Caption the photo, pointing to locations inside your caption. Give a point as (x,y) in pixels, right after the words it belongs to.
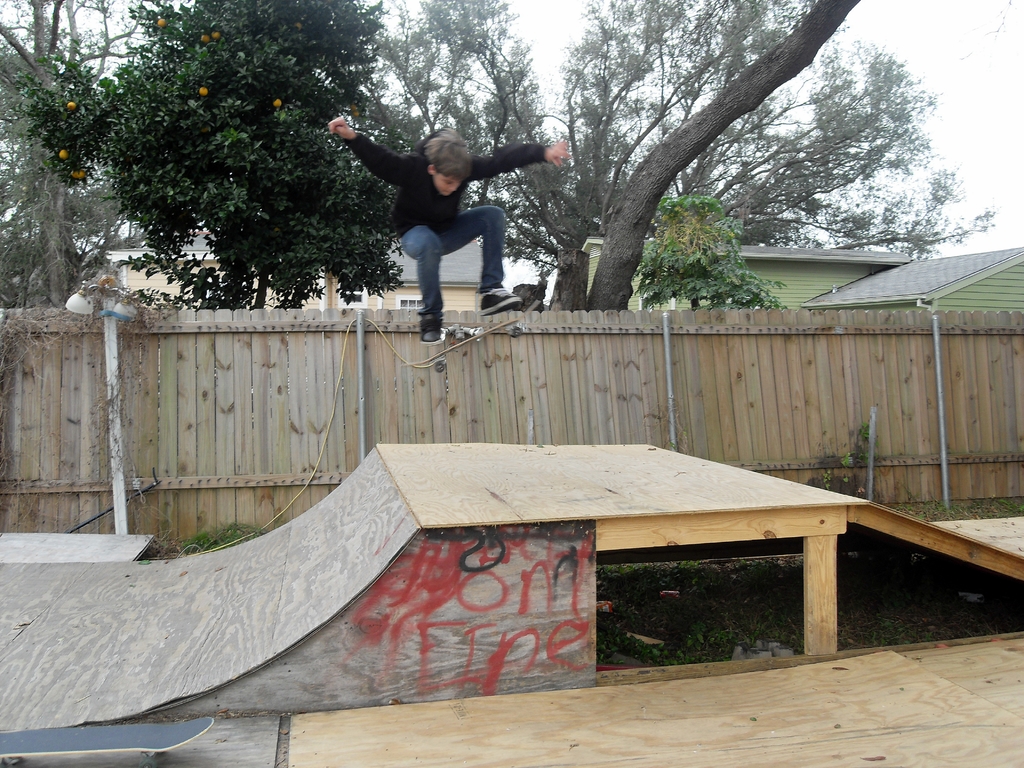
In this picture there is a wooden object (453,571) and there is a person (428,241) in the air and there is a skateboard (466,342) below him and there is a fence wall (355,383) and few trees (423,71) and buildings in the background (646,81).
